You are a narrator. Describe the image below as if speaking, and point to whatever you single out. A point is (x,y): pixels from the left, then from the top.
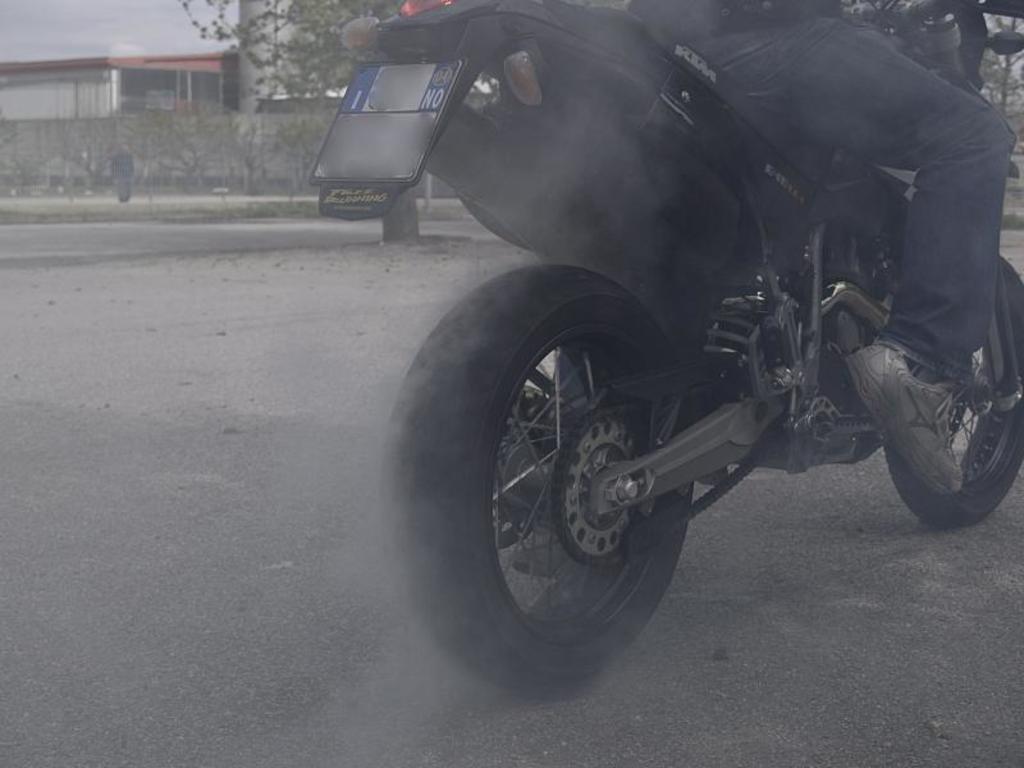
In this picture I can see a person (885,389) is sitting on a bike (832,374). In the background (238,172) I can see a building (180,95), trees (194,146) and a wall (55,145).
